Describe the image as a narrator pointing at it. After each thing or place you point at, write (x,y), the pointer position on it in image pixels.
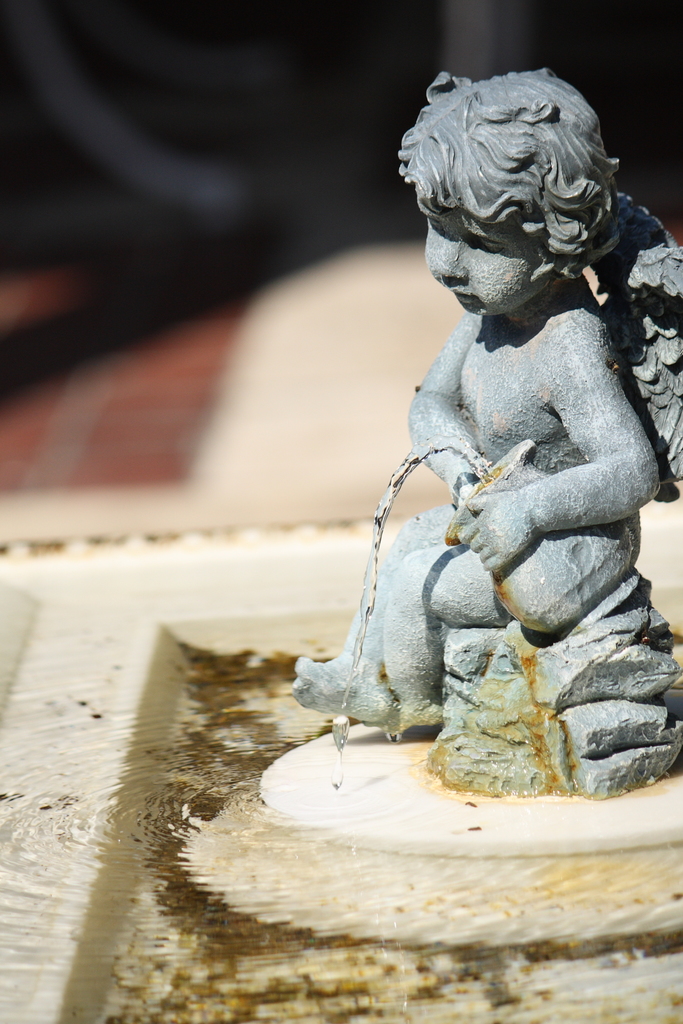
This image is taken outdoors. At the bottom of the image (195,753) there is a fountain (228,798). On the right side of the image (548,268) there is a sculpture (472,409).
